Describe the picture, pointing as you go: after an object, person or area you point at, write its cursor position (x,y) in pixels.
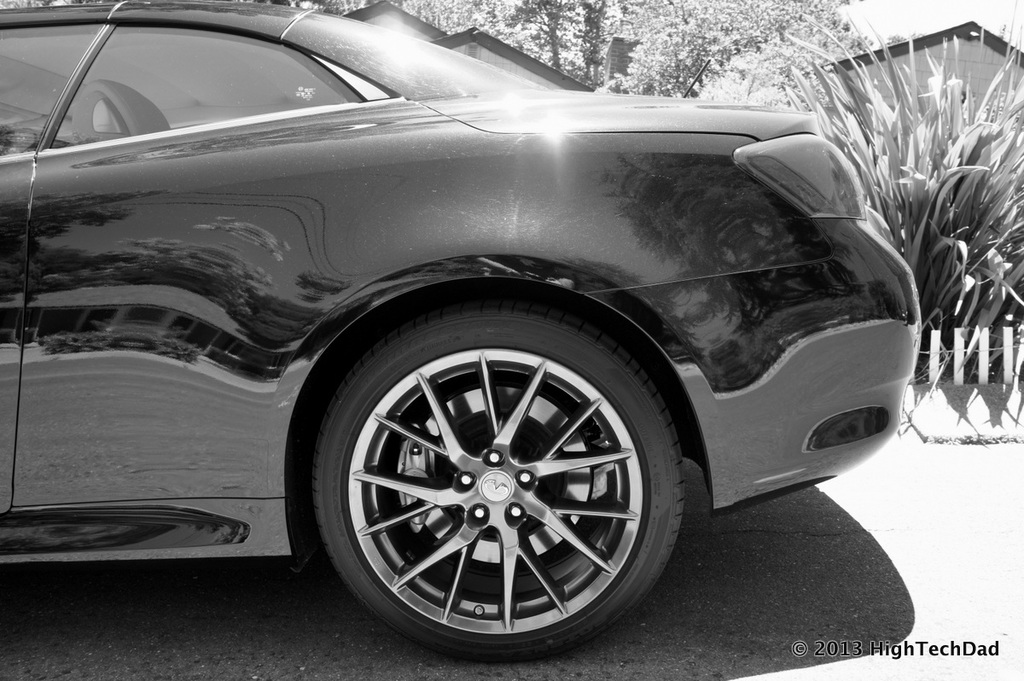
In this image there is a car (470,399) on the left side of this image (233,290) and there are some trees (584,41) in the background (635,14). There is one house (929,71) on the top right corner of this image (918,88) and there is a road (268,609) on the bottom of this image (708,598) and there is one logo text (934,649) on the bottom right corner of this image (873,650).
